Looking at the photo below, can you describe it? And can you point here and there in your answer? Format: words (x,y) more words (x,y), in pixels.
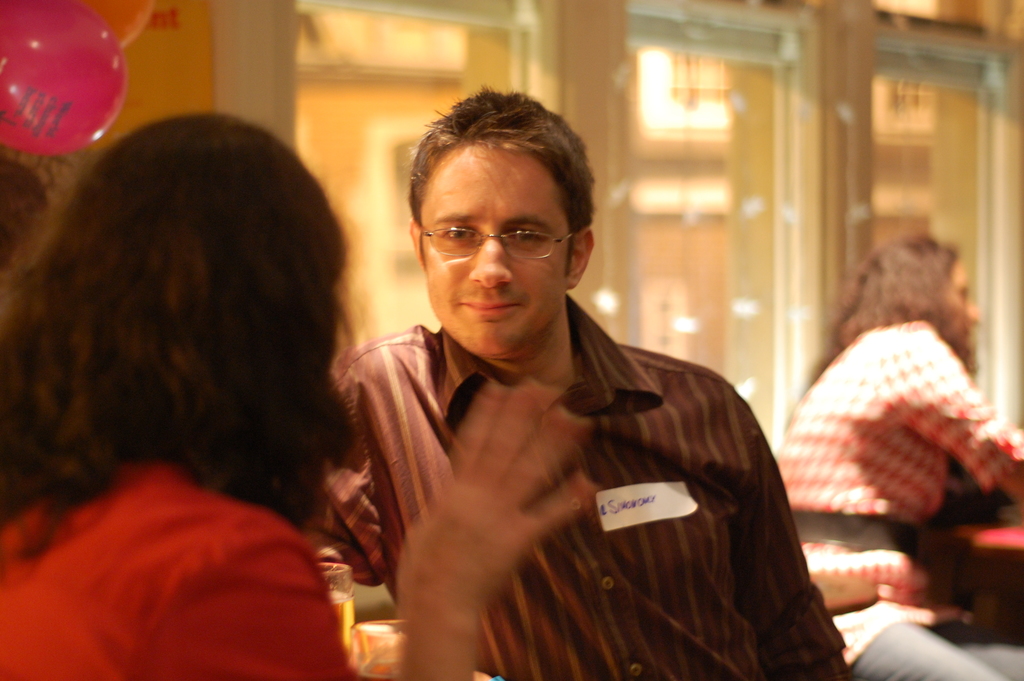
In this picture there is a man (686,473) who is wearing shirt (716,475) and spectacle (452,248). He is standing near to the woman (202,512) who is wearing red dress (247,590). On the right (863,424) there is another woman (867,404) who is wearing shirt (895,451) and jeans (928,662). She is sitting near to the table (985,577). In the background (886,198) we can see the doors (323,111) and lights (658,104). In the top left corner (35,33) we can see the balloon (37,60) near to the wall (137,61).
